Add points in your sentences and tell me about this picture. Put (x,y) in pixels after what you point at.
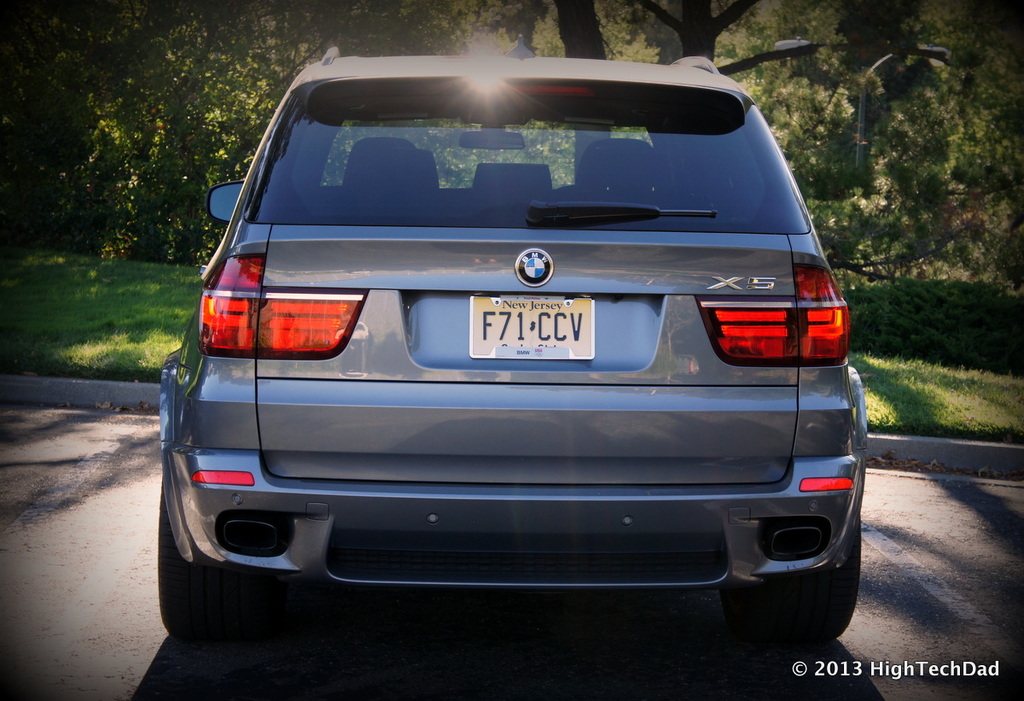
In this image we can see a car (275,308) on the road (204,667). In the background (155,266) there are trees (95,145) and grass (155,266) on the ground (919,422).
